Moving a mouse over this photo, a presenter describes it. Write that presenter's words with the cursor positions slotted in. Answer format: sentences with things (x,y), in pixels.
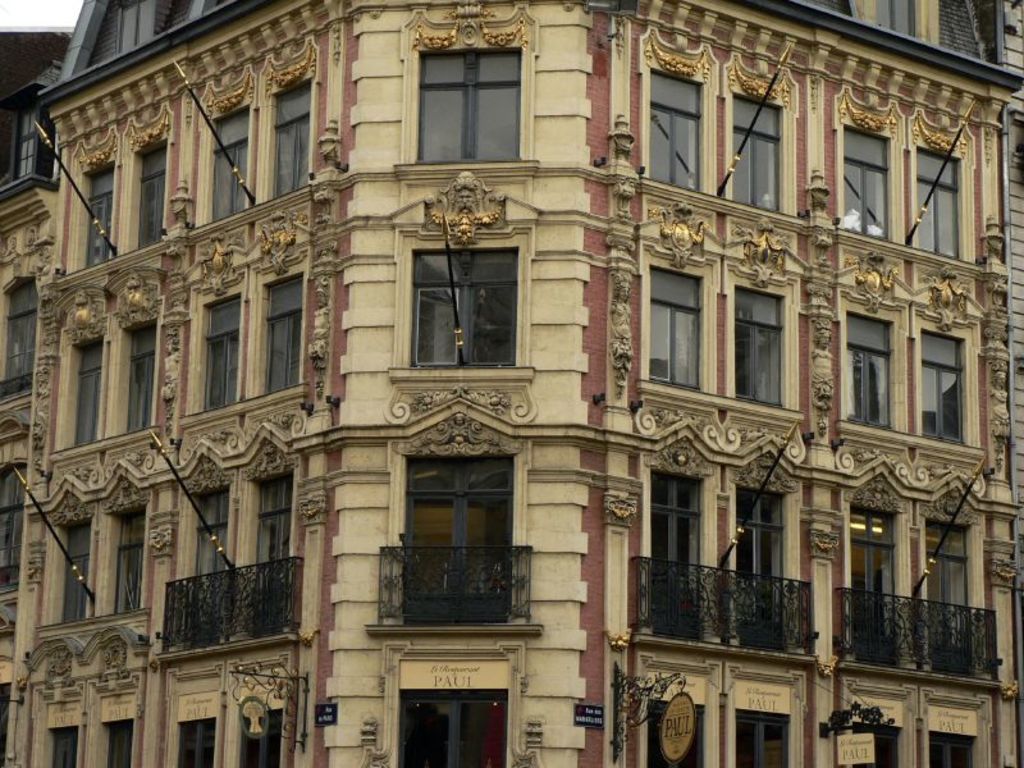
This picture is taken from outside of the building (587,499). In this image, on the right side (843,759), we can see few hoardings (863,748) and board (864,763). In the middle of the image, we can see a door (504,734) which is closed and a board (399,670). In the background (248,539), we can see a building (489,274), glass window (471,274). At the top (59,16), we can see a sky (53,11).
